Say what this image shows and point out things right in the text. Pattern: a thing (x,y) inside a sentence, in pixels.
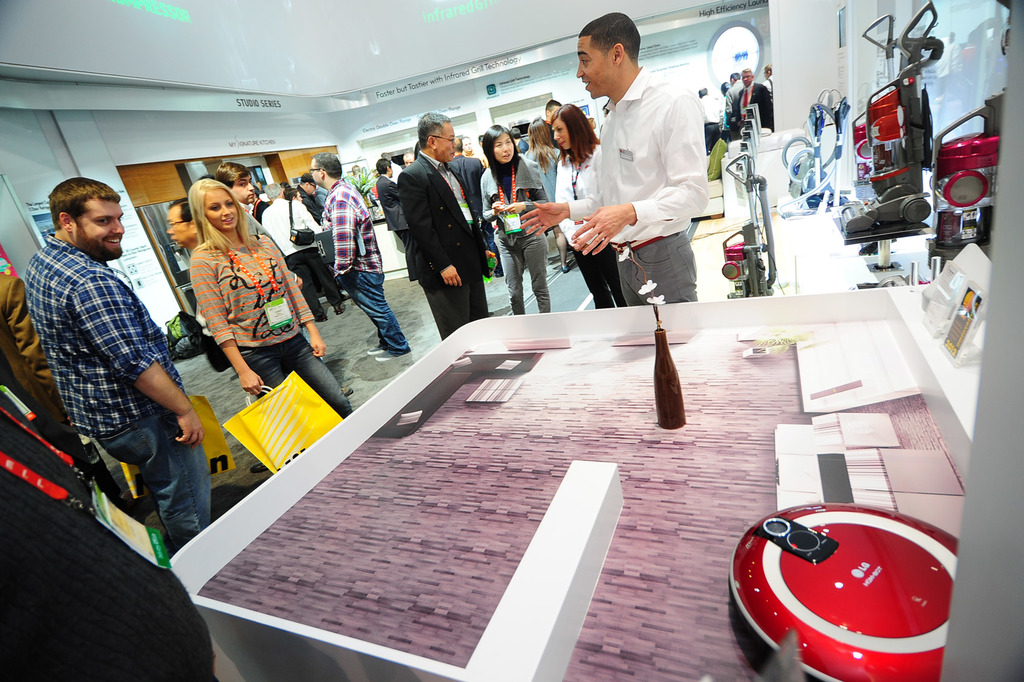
In this image we can see many people (424,214). Some are wearing tags (244,270). Some are holding covers (222,451). There is a platform (476,479). On that there is a bottle (661,371) with flowers (650,299) and some other device (890,586). On the right side (912,91) we can see many devices (824,170). In the back (269,78) there is a wall (207,117). On the wall (361,114) something is written.
